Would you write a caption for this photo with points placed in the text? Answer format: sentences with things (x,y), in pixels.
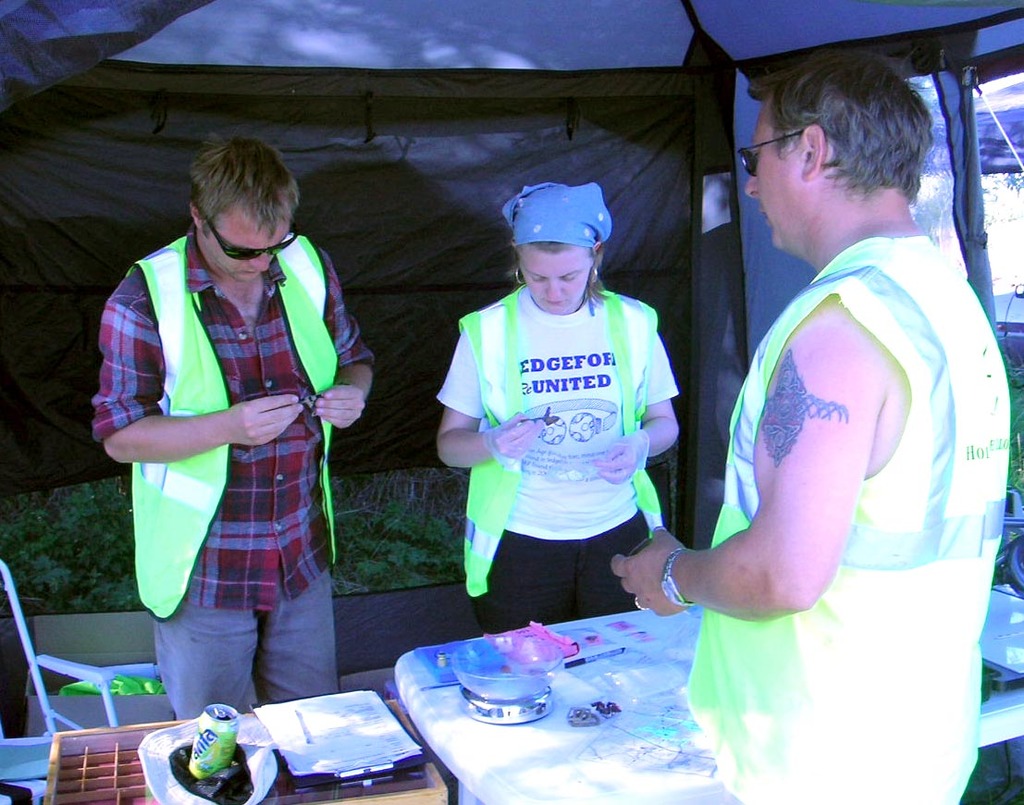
In this picture there are three persons (338,278) wearing green jackets (206,392). Among them, there are two men (881,473) and one woman (669,420). The picture is taken under the tent (639,126). At the bottom (433,698), there are two tables (471,720). On the table (600,740), there are some objects (504,692).
